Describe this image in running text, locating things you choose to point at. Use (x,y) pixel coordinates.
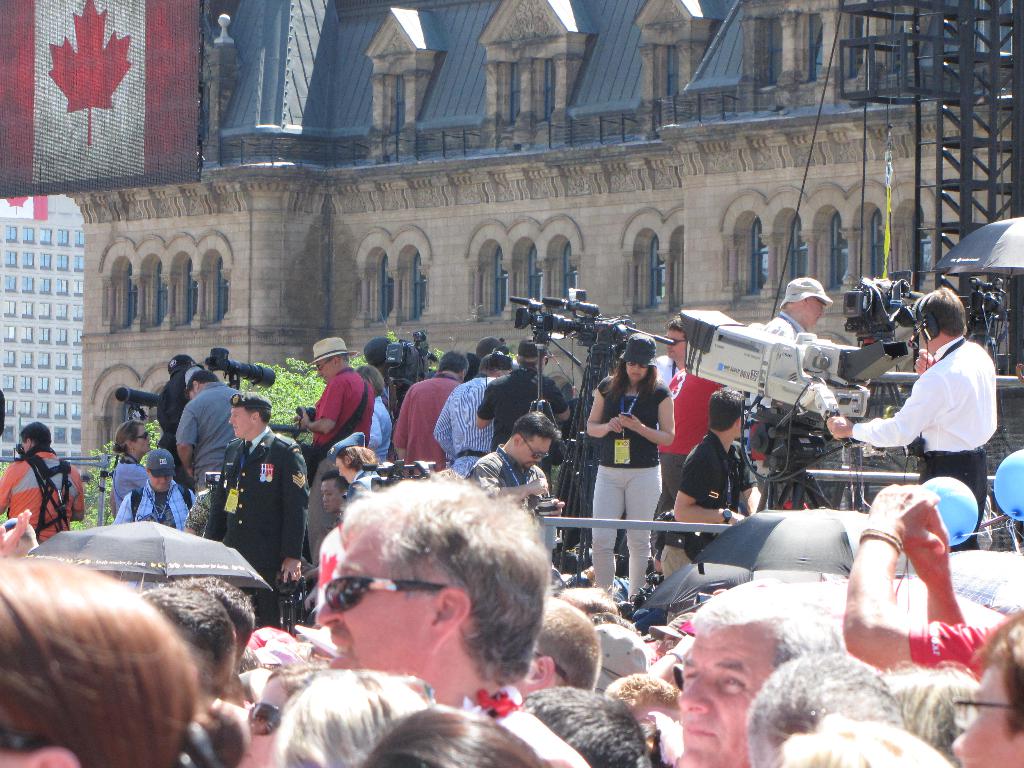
This image is clicked outside. There is a building (569,228) at the top (570,223). There are so many persons (44,523) in the middle (494,380) and bottom. Some of them are holding cameras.
